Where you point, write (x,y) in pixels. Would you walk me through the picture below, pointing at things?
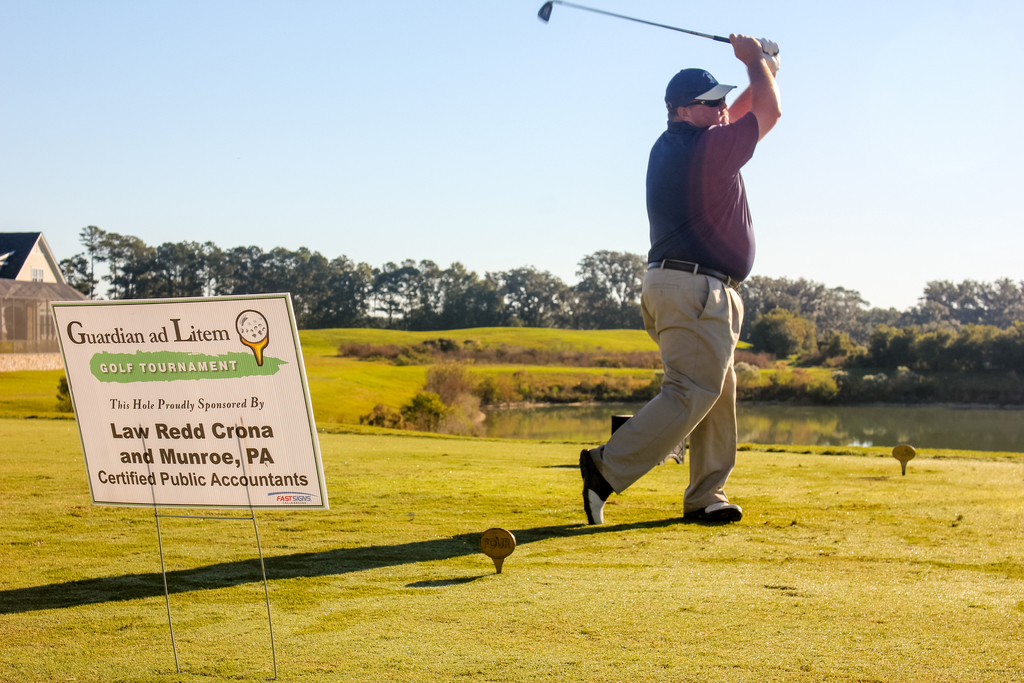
In the left side (191,339) it is a board (215,421), in the middle (667,359) a man (745,59) is standing and playing the golf. He wore a shirt (701,220), trouser (703,353). In the right side (829,426) it is water (899,434), in the long back side there are trees (407,313).
